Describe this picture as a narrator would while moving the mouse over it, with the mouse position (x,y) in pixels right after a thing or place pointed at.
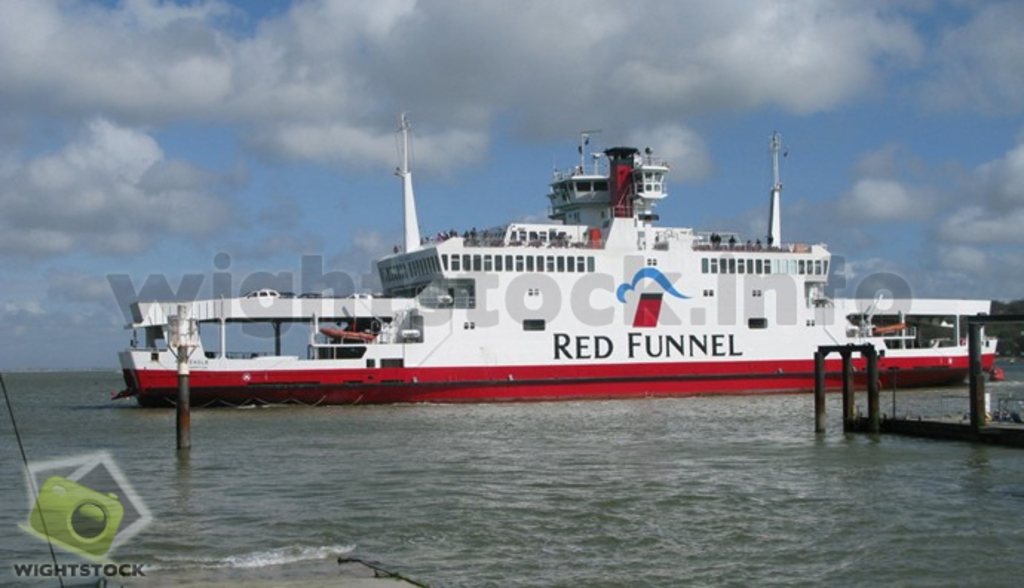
In this image I can see a ship (555,306) in white and red color. I can see few poles (185,323) and water (541,551). The sky (617,117) is in white and blue color.
